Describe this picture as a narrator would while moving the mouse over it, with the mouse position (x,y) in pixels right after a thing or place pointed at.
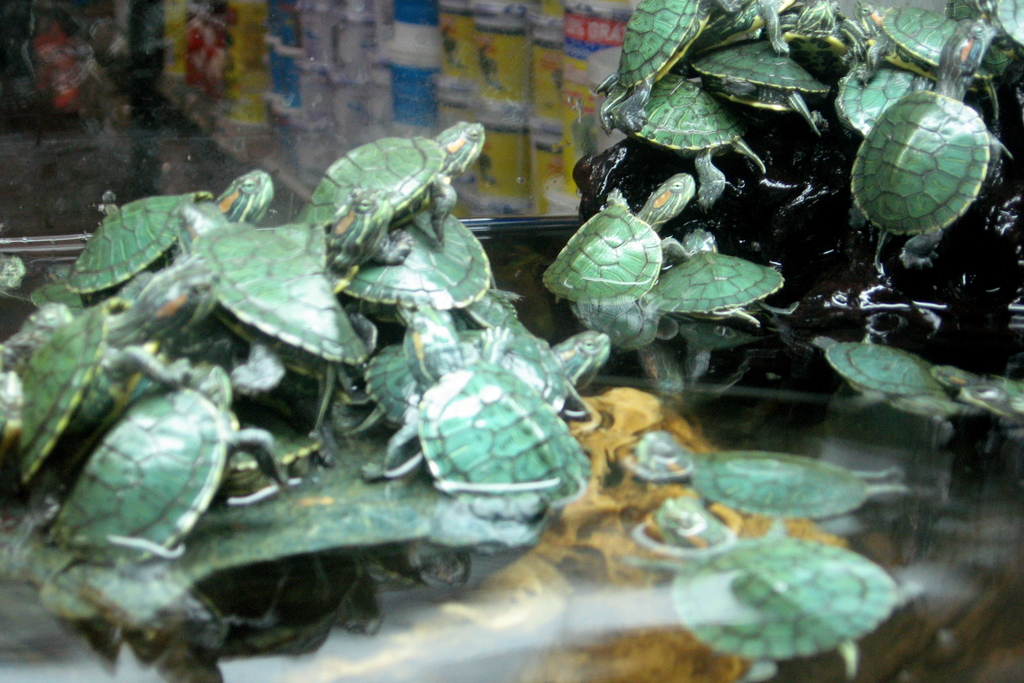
In this image we can see many turtles (485,315) on the stones (606,402). Here we can see water (538,651) inside the glass box (231,158) through which we can see some tins (541,63).
